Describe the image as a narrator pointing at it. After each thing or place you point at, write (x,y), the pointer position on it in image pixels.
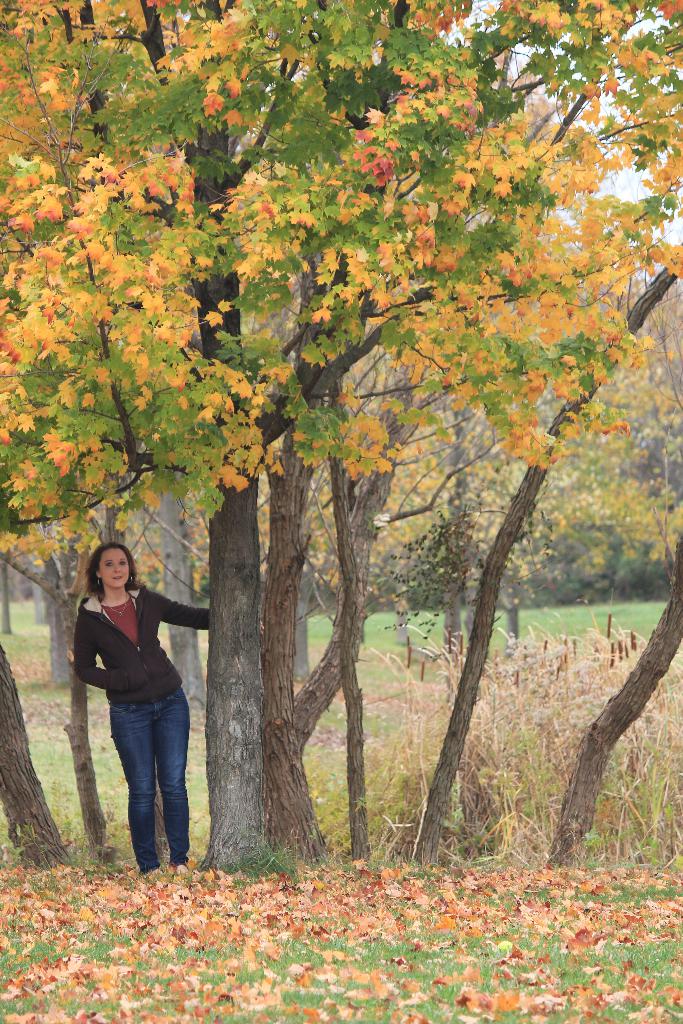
In the foreground of the image (182,926) we can see grass (280,967) and dried leaves (544,996). In the middle of the image (252,551) we can see a lady (174,805) standing near a tree (215,804) and maybe she is giving a pose to a photograph. On the top of the image (287,180) we can see the leaves (533,235) of the tree (203,315) which are in green and yellow in color.
